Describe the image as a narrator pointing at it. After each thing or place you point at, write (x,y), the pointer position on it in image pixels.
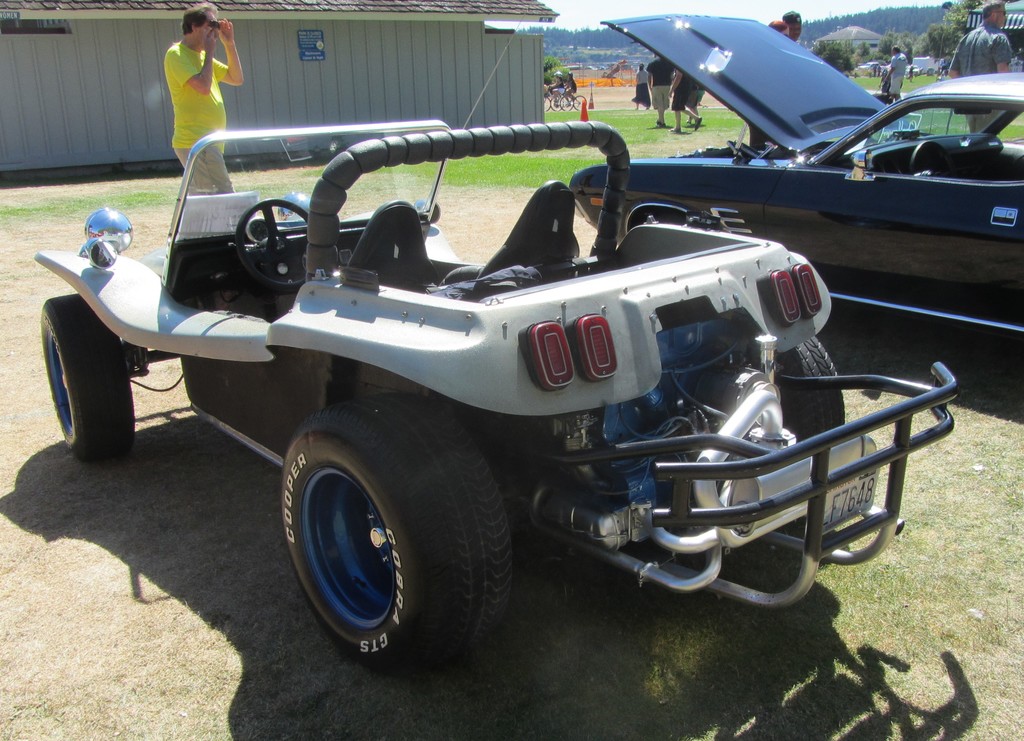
This is an outside view. Here I can see two vehicles (719,363) on the ground (157,630). On the left side (199,113) there is a man (202,159) walking towards the right side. In the background (654,89), I can see many people (635,91) are standing on the ground (635,128) and there is a shed (379,63). In the background (932,15) there are many trees (889,22). At the top of the image (652,6) I can see the sky (595,2).
